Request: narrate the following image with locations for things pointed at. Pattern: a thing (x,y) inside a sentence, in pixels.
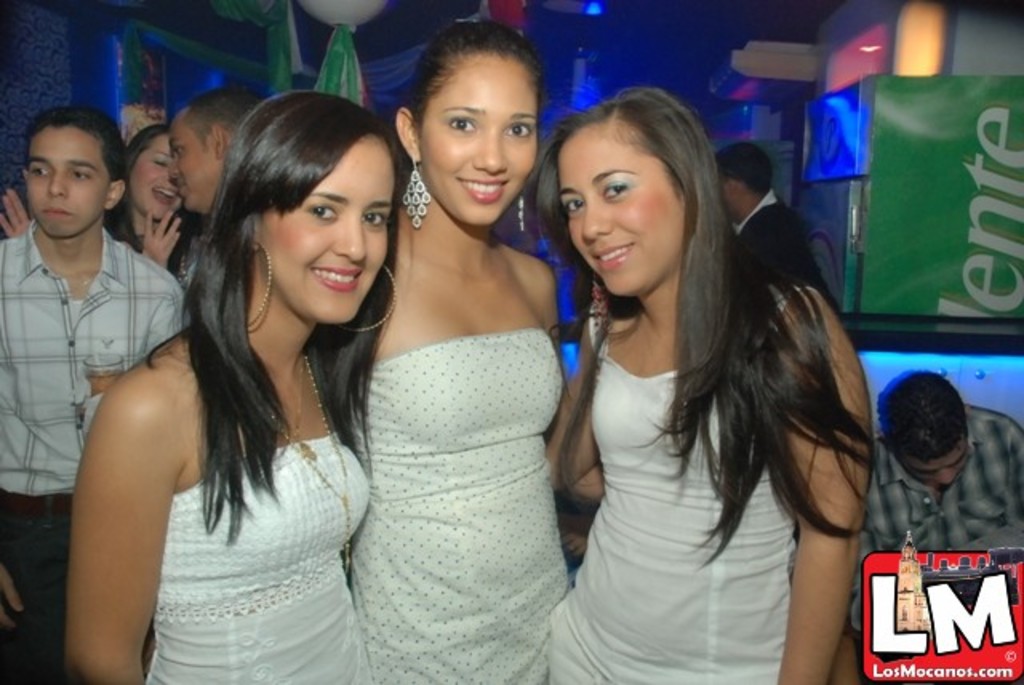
This image consists of three girls (216,389) wearing white dress (331,586). In the background (70,164), there are many people (770,216). It looks like it is clicked in a pub (754,27).
